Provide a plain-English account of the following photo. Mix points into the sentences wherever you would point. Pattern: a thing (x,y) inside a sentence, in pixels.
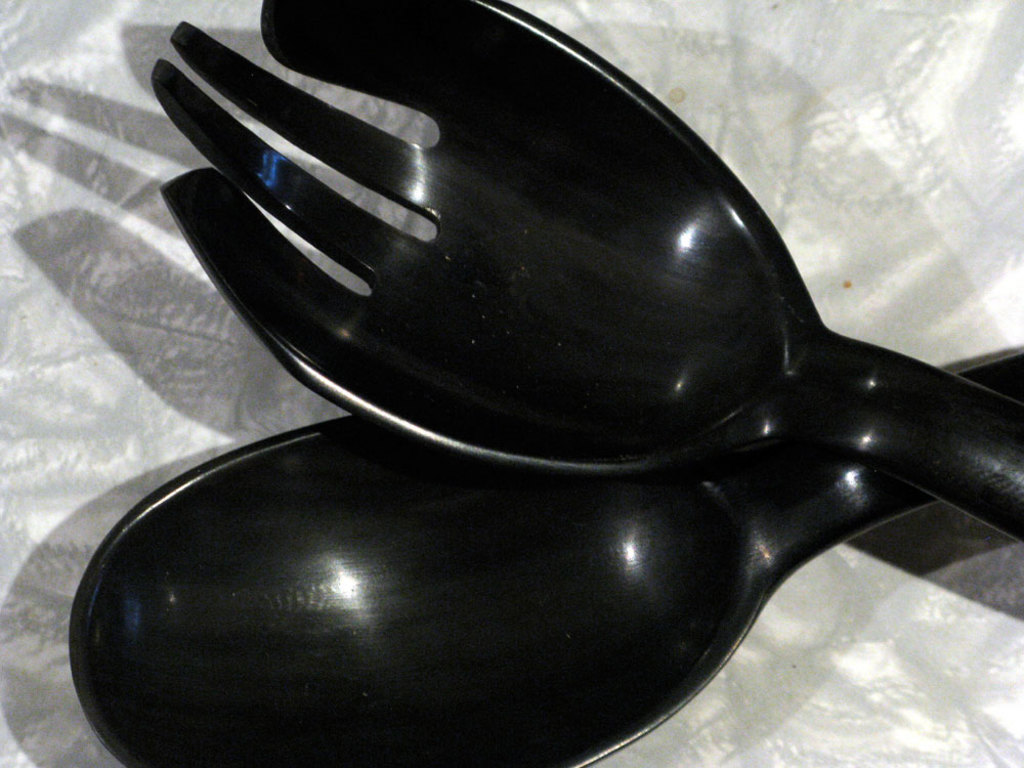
As we can see in the image there is black color spoon (284,648) and black color fork (394,324).
